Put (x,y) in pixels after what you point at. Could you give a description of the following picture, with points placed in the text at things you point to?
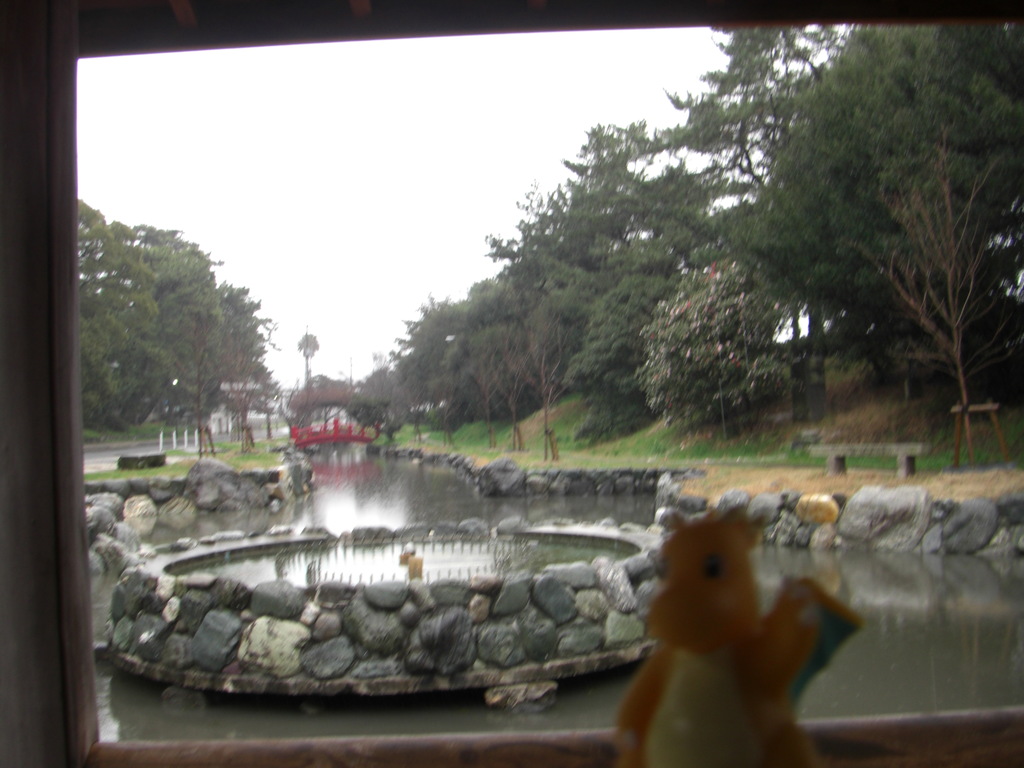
In this picture we can see a toy (717,578), water (784,574) and few rocks (516,598), in the background (589,417) we can see grass (588,445) and few trees (523,340).
